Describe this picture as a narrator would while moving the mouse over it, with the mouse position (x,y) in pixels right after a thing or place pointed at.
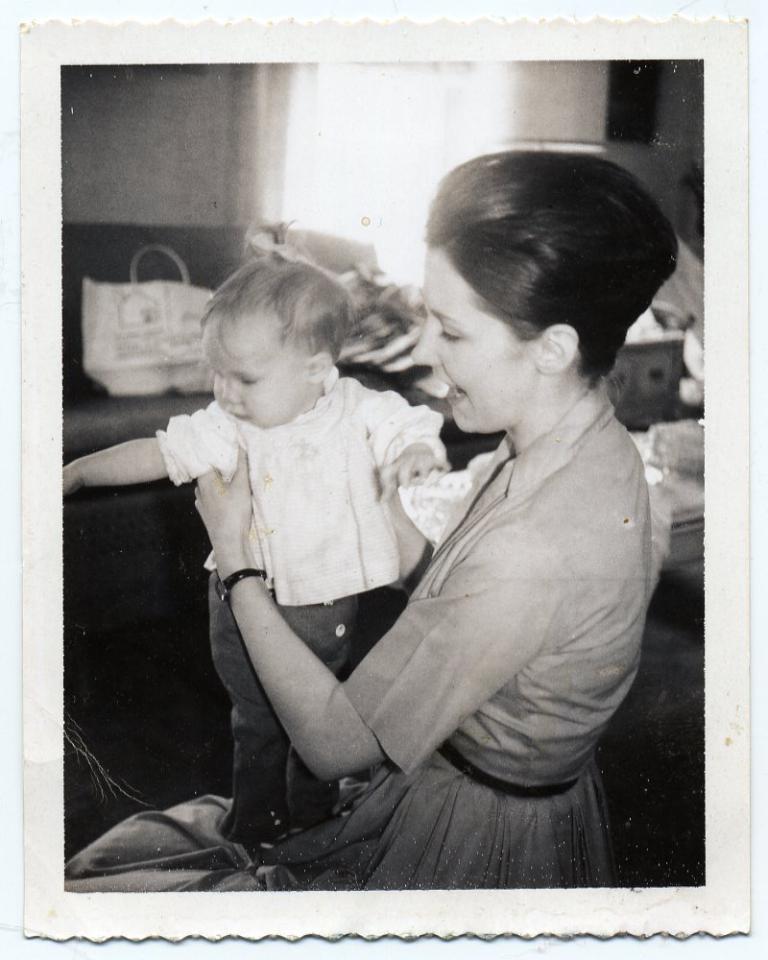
In this picture we can see a photo (551,680), on this photo (711,253) there is a woman (404,620) holding a baby (344,625) and we can see bag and objects (693,367).
